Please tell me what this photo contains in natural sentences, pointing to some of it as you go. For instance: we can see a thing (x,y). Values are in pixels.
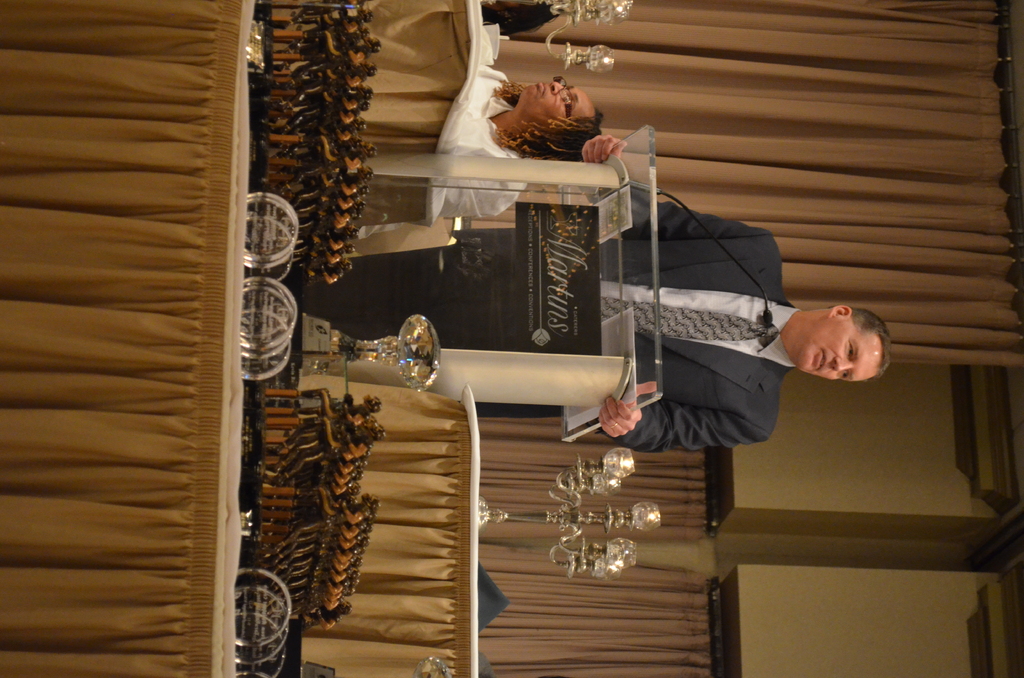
This is a rotated image. A man (747,424) wearing black suit (692,358) and tie (651,322) is standing in front of a podium (642,334). There is a mic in front of the person (723,387). On both side of the podium (562,375) there are tables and chairs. On a chair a lady (527,102) is sitting. On the table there are lights (576,480). In front of the podium (375,214) there is a trophy (344,335) and few statues (309,518) are kept. In the left (191,500) on a table (234,34) there are glasses (274,296).
